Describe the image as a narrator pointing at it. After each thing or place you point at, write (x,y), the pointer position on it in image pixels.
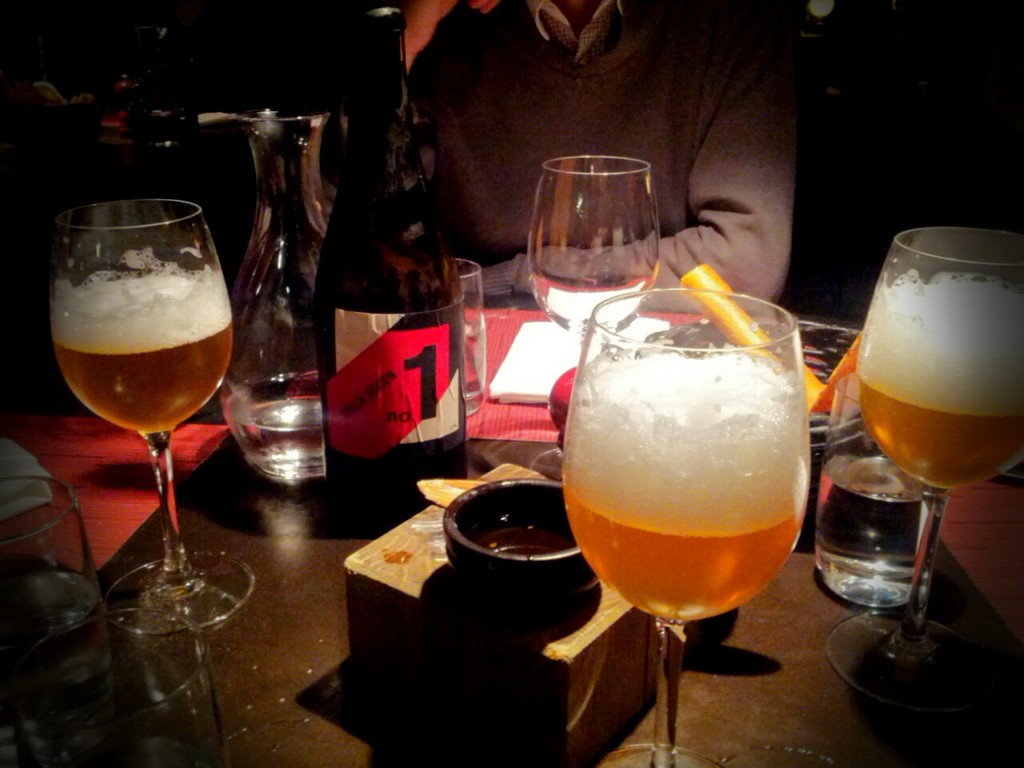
This image is taken indoors. At the bottom of the image (741,709) there is a table (310,718) with a few glasses of beer (165,443), a bottle (424,323), a jug (271,194) with water (305,456) and a few things (542,378) on it. At the top of the image (494,251) a person (577,118) is sitting on the chair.
